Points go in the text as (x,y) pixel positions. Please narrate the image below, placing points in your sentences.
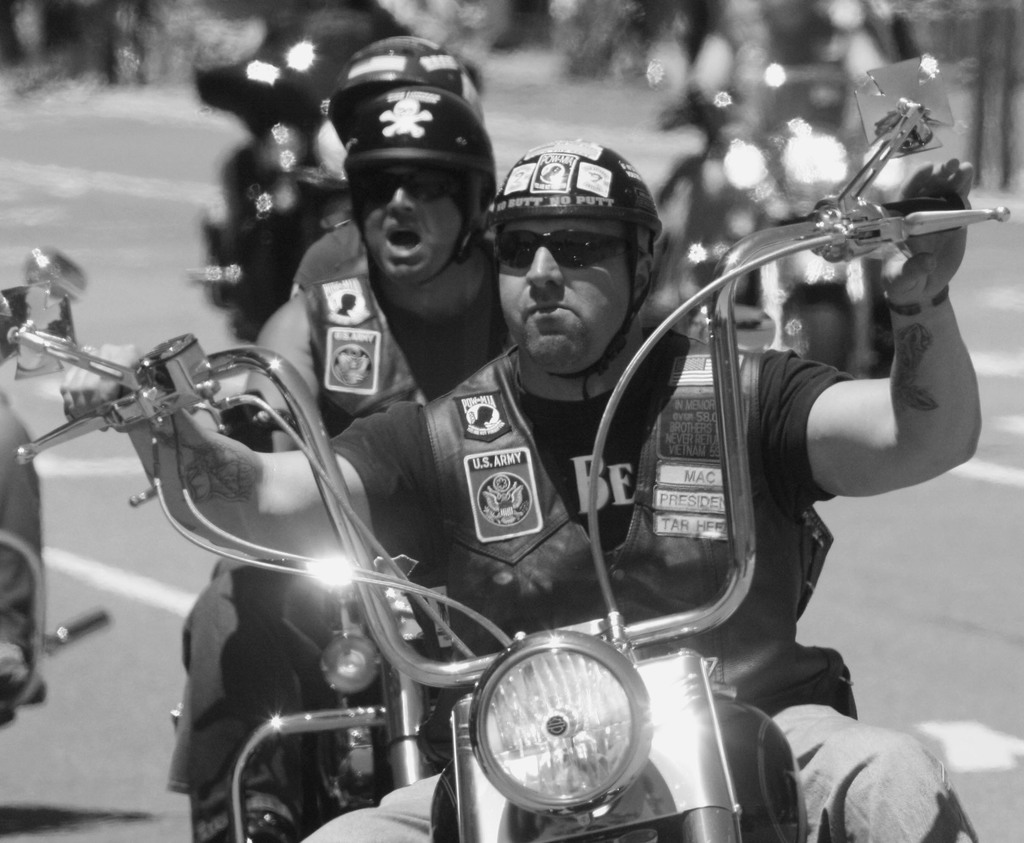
This picture consists of group of guys (477,543) travelling on their motor cycle (614,638), everybody is wearing goggles (410,184) and helmet (561,168), we can see this guy (419,243) shouting and this guy (918,391) consists tattoos (911,402) on both the hands (215,449) of him.
